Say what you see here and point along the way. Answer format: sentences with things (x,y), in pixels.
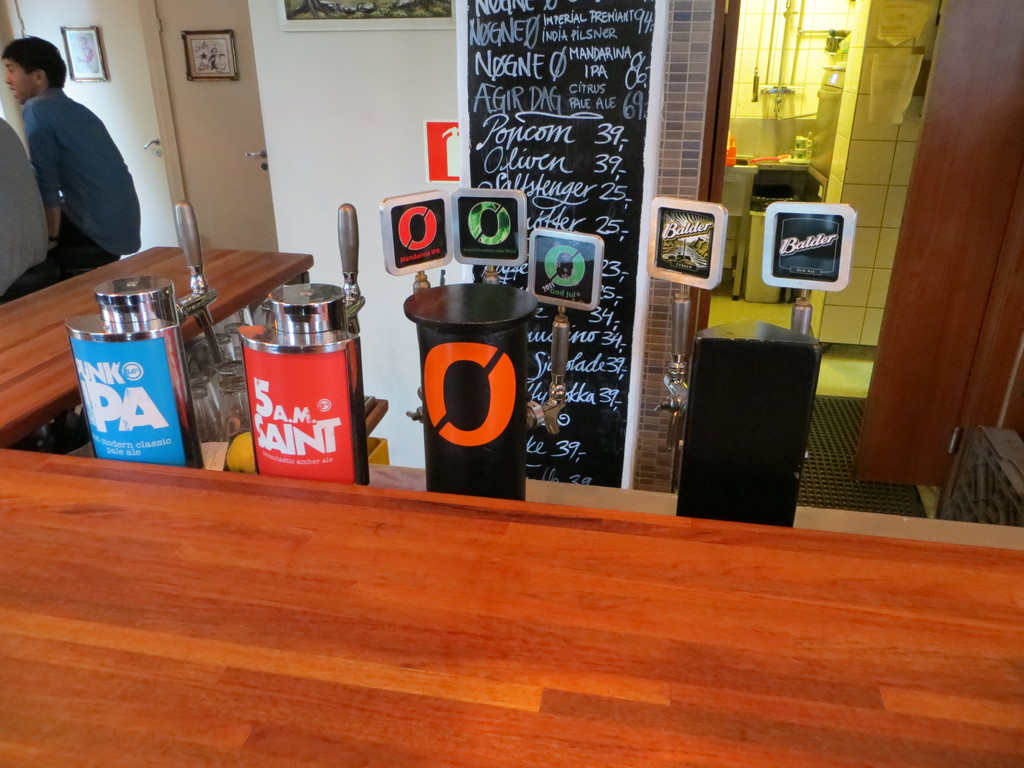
This is the picture taken in a room (128,93), there are two persons (65,222) sitting. In front of the people (54,211) there is a table (60,463) on the table (110,546) there are some machines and a black board (567,106) and a wall (351,127).
